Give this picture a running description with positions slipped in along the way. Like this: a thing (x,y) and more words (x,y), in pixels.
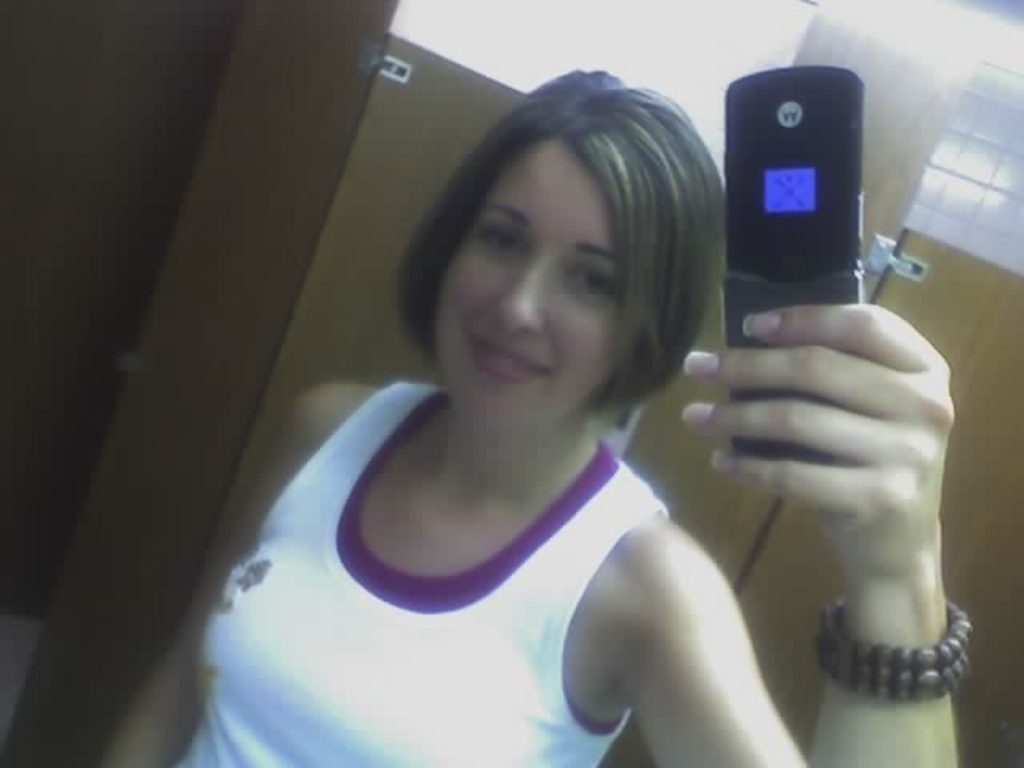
There is a lady (427,552) holding a phone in the foreground area of the image (635,495), it seems like a door (718,437) in the background (681,502).
